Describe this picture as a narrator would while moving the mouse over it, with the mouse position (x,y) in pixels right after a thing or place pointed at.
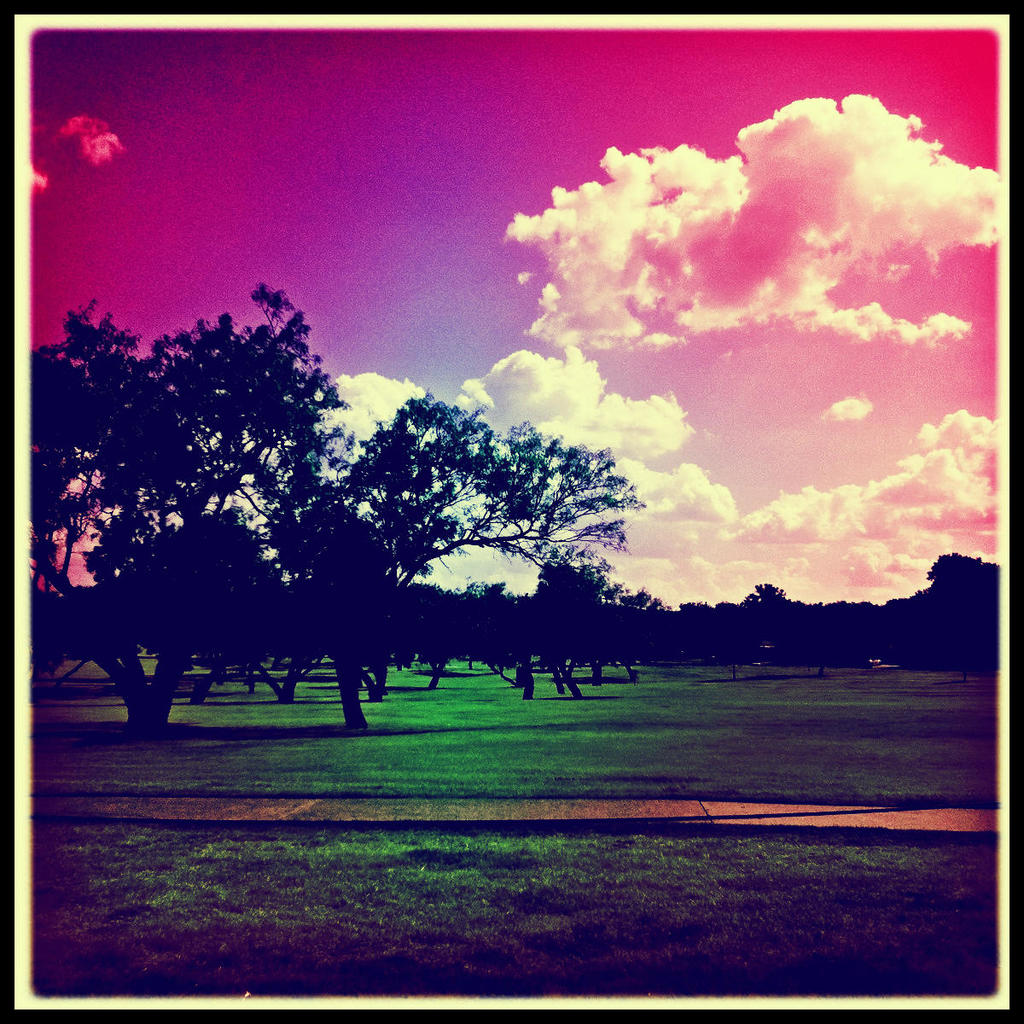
In this picture we can observe some trees (483,591) and grass (430,756) on the ground (409,775). In the background (817,242) we can observe a sky (508,315) with some clouds (547,318). We can observe a pink color in the sky (509,125).
